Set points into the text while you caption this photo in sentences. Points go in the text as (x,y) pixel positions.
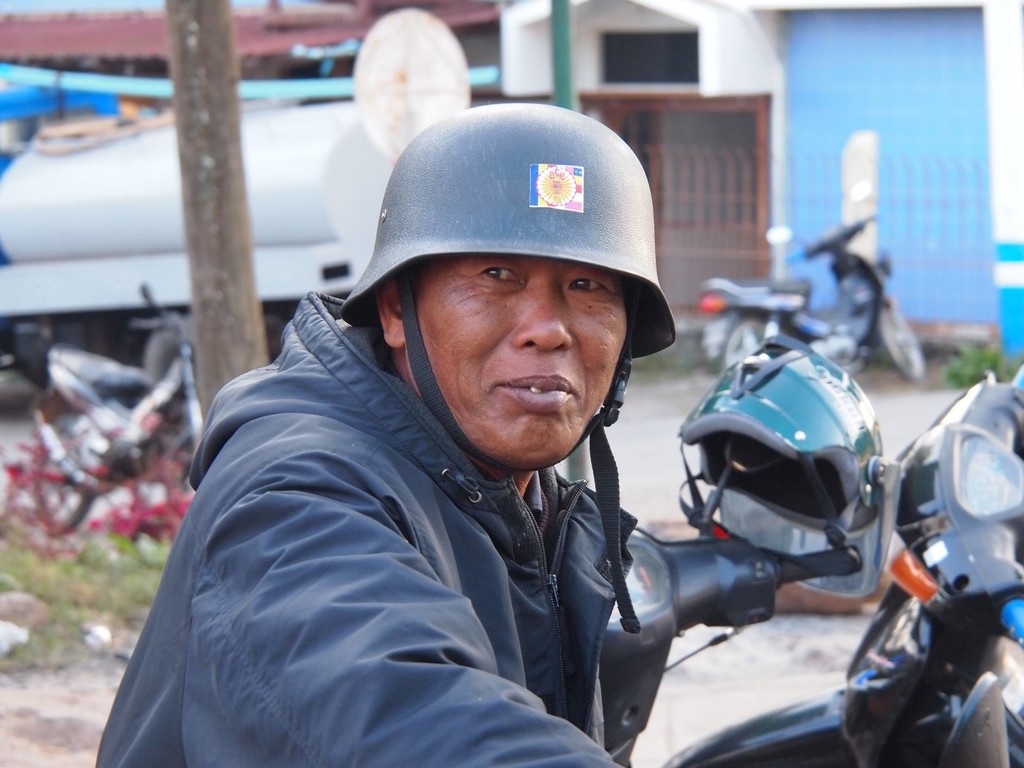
In this picture I can see a man (533,387) in front (187,748) who is wearing a jacket (137,728) and a helmet (556,211). In the middle of this picture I can see the path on which there are few bikes (862,663) and a pole (217,193). In the background (118,62) I can see few building (468,32) and I see that it is a bit blurry in the background (345,124).
